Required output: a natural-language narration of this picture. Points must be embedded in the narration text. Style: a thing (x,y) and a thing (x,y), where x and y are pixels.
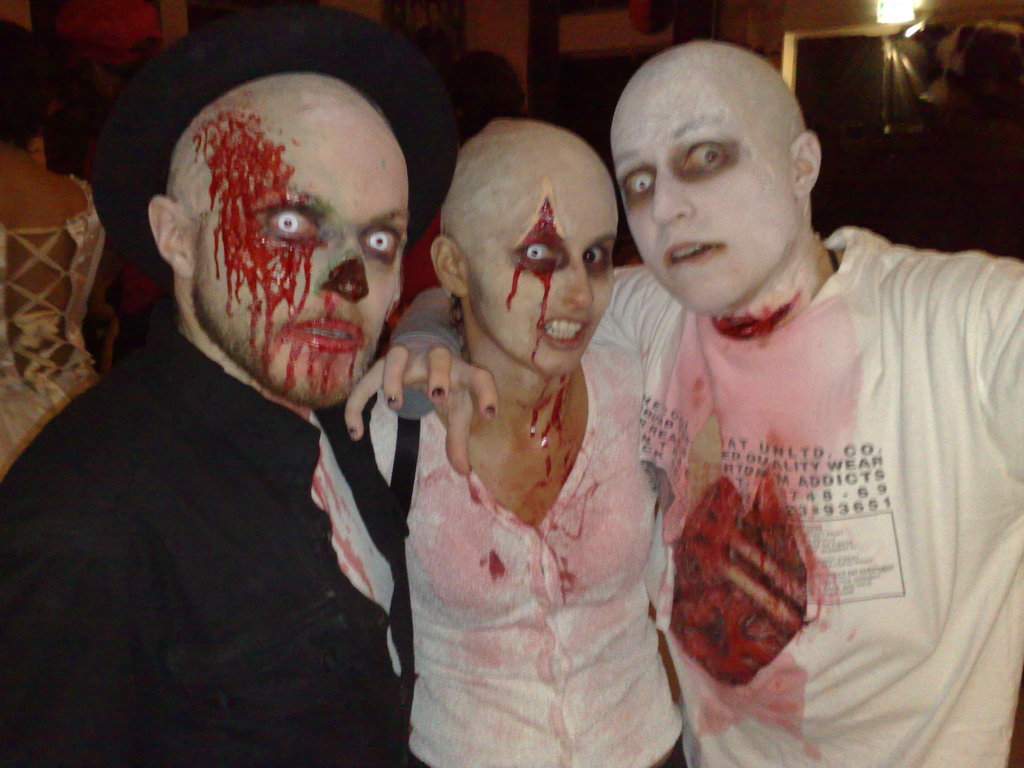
In the image there are people (526,401) with Halloween makeups (540,408) and costumes (118,539).
